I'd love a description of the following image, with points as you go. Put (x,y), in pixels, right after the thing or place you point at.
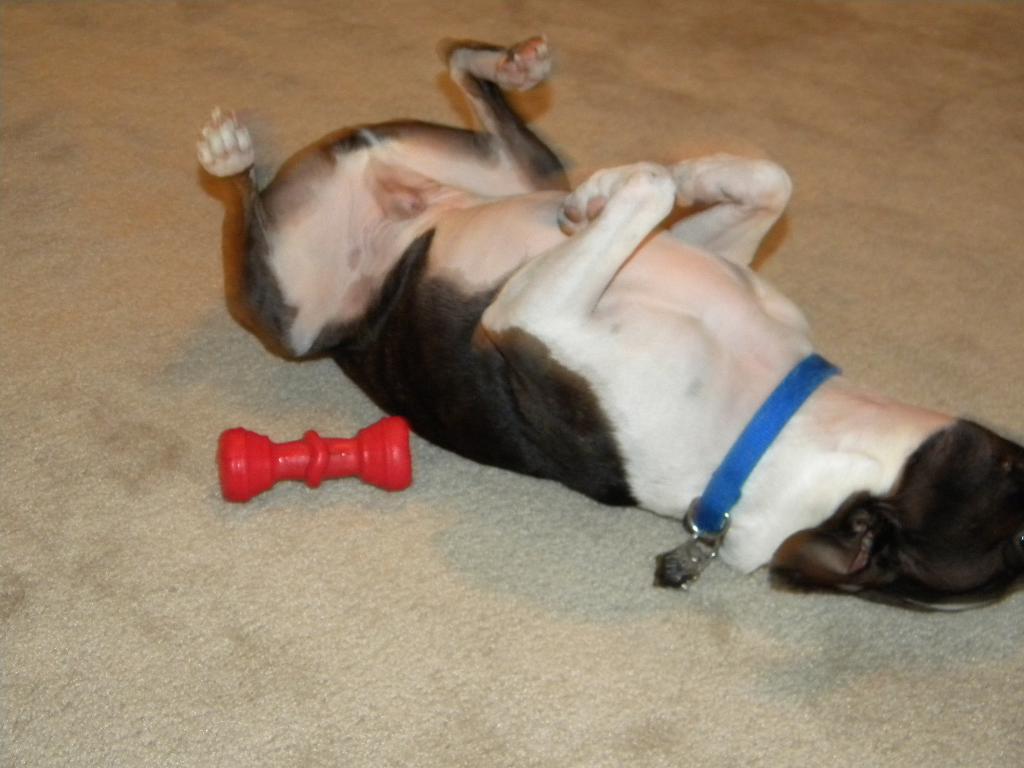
In this picture we can see a dog (466,326) lying on the floor (37,632) and there is a red color toy (309,457).
